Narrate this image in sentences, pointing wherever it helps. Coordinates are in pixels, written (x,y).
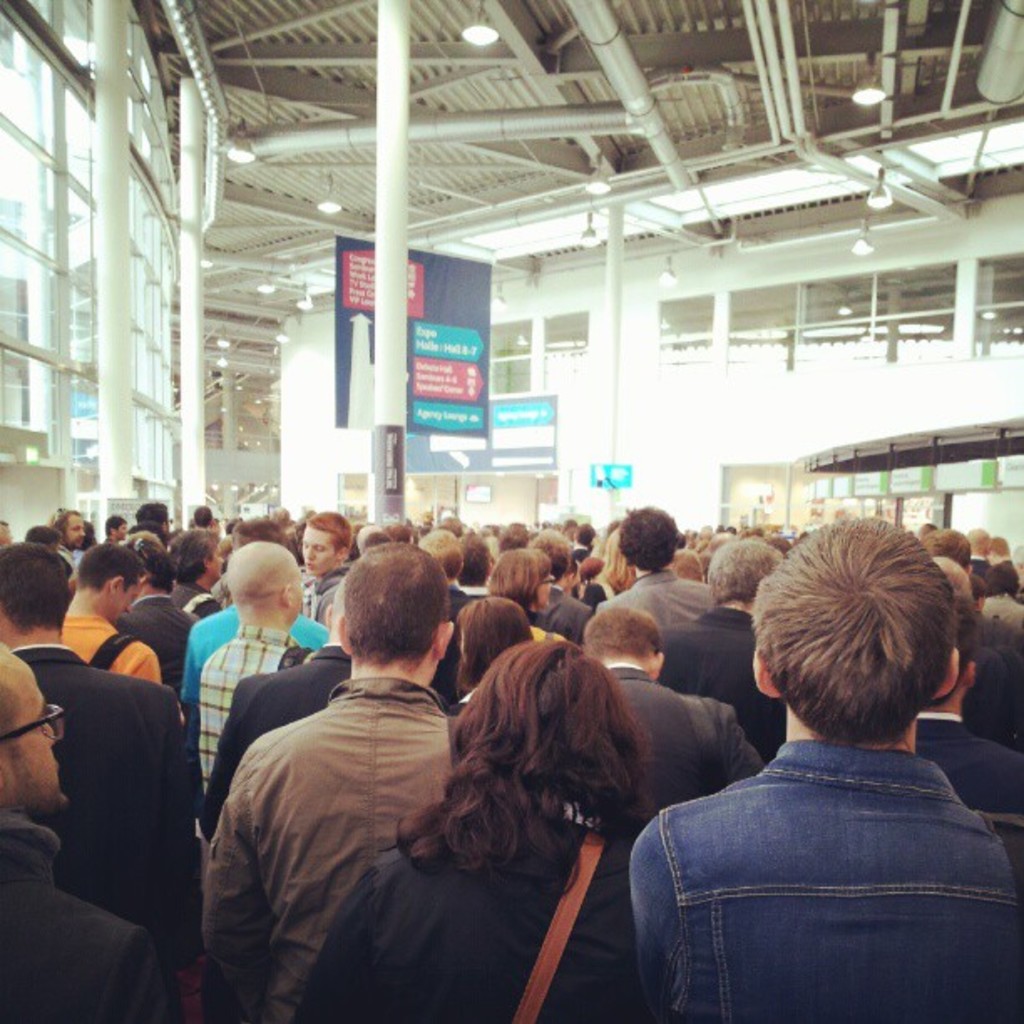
In this image we can see a group of people (558,844) standing. One person (27,705) is wearing spectacles (44,726). In the center of the image (477,430) we can see group of poles (402,410), banner (483,361) with some text (439,392). In the background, we can see lights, staircase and some screens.
